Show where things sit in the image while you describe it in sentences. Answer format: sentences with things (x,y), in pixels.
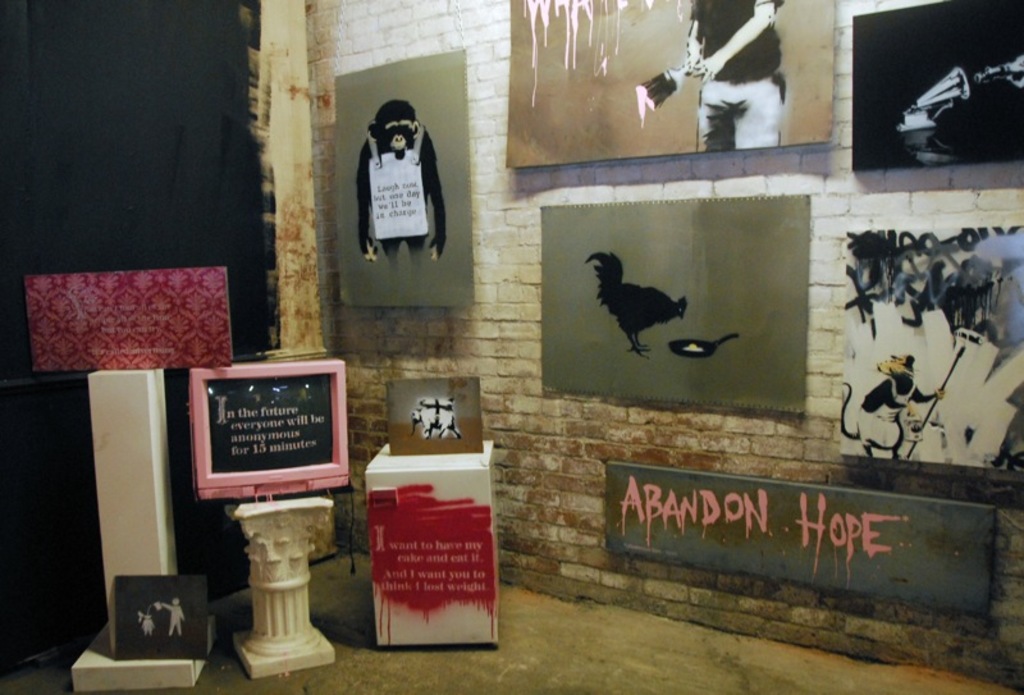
In this picture I can see some posters (697,315) and painting frames (758,204) on the wall (935,203). On the left (211,413) I can see the television screen (313,435) which is kept on this pillar (293,564), beside that there is a table (454,508). In the back (125,195) I can see the black color cloth (125,195).
